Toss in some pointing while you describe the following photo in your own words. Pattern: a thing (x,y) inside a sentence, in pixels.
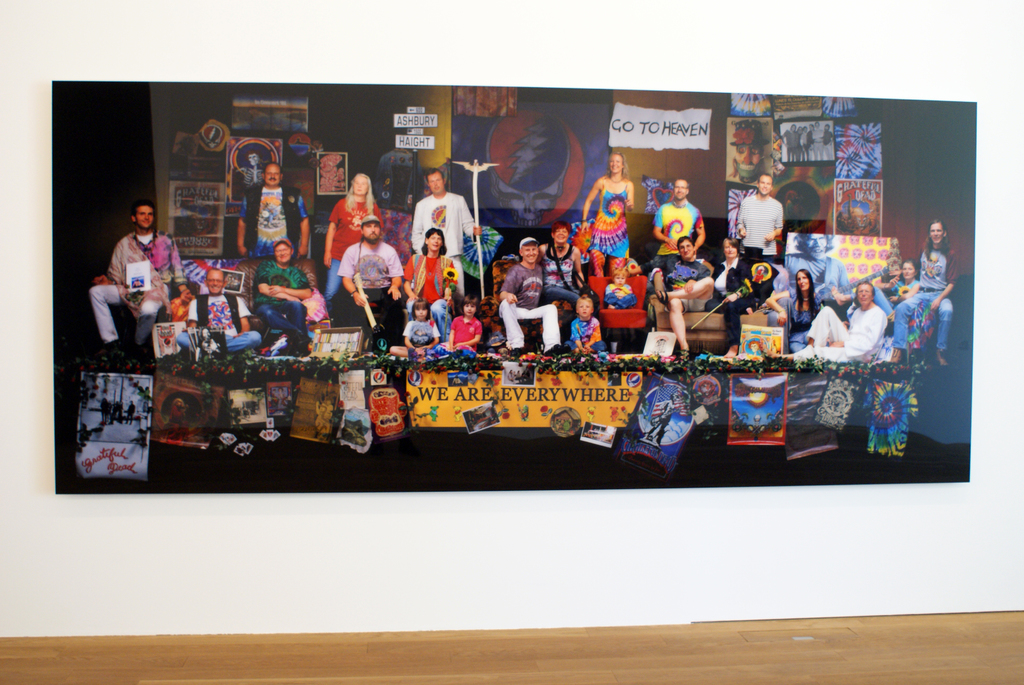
In this picture I can see a poster (432,379) which is on the wall (765,514), and there are group of people (364,185) standing, group of people (511,297) sitting, there are boards (682,132), papers (346,398) and some other items (587,385), there are frames (733,129) attached to the wall (913,216), in the poster (464,247).
